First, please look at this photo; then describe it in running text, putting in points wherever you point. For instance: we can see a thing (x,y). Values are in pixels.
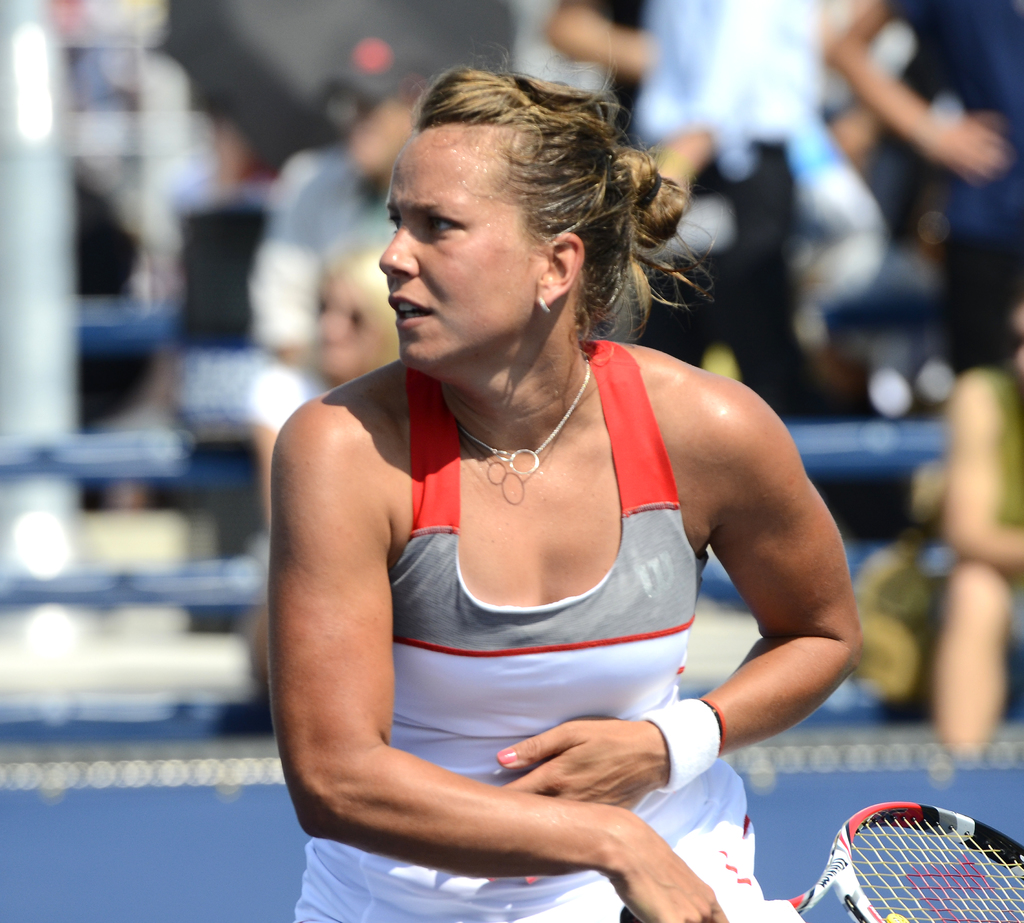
In the center (540,517) we can see one woman (540,517) standing and holding racket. In the background (143,222) group of peoples (791,145) were standing.
